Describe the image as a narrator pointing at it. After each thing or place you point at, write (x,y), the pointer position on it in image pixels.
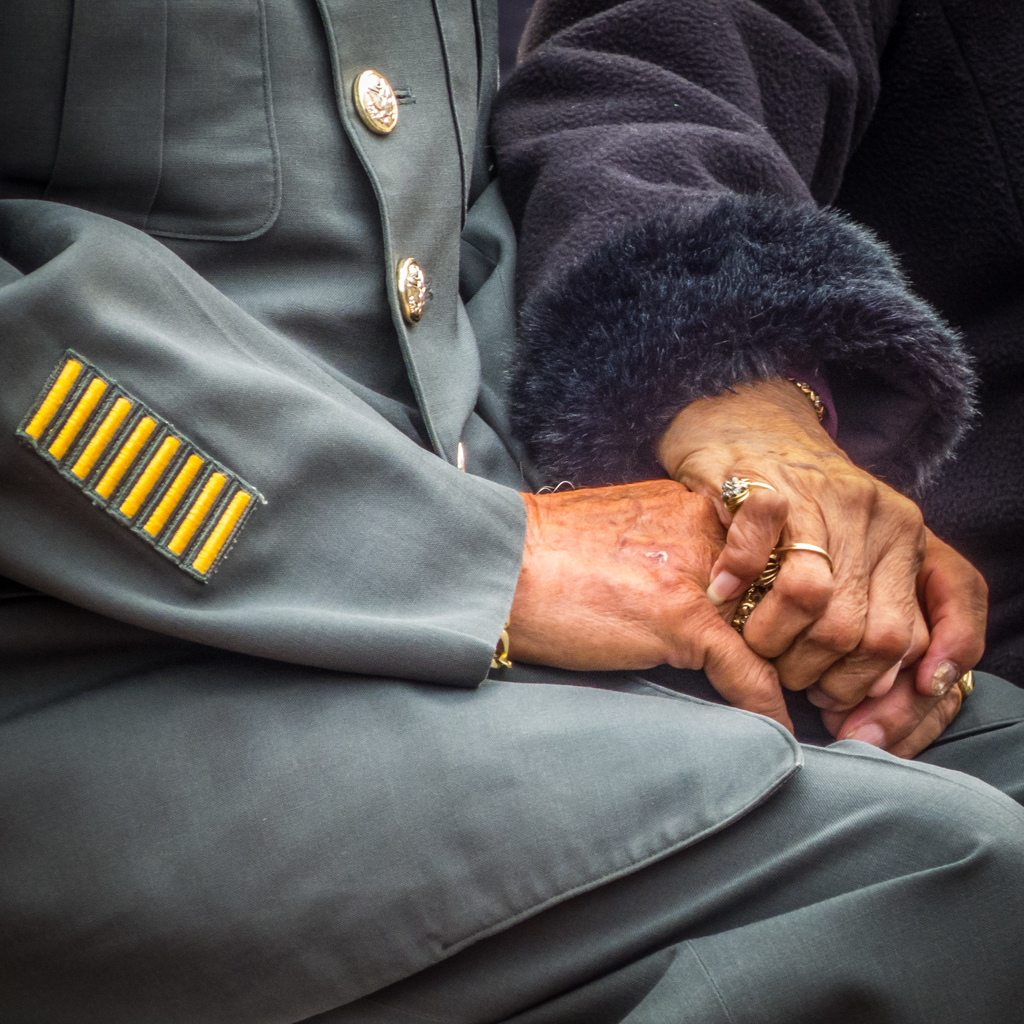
This is a zoomed in picture. On the left (308,131) there is a person (272,604) seems to be sitting on the chair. On the right (748,412) we can see the hand (761,398) of another person (829,420) holding the hand (644,576) of a person (603,513) sitting on the left (204,496).
